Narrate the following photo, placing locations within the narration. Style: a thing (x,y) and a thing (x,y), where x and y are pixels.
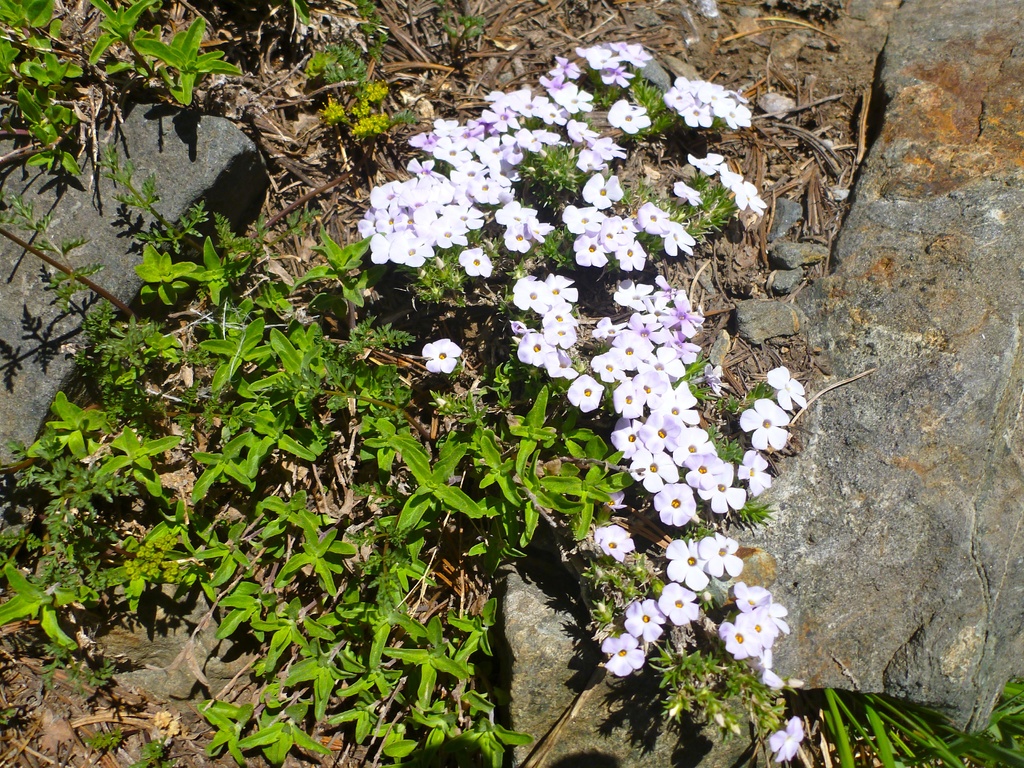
In the image we can see some flowers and plants (202,416) and stones (967,654).
